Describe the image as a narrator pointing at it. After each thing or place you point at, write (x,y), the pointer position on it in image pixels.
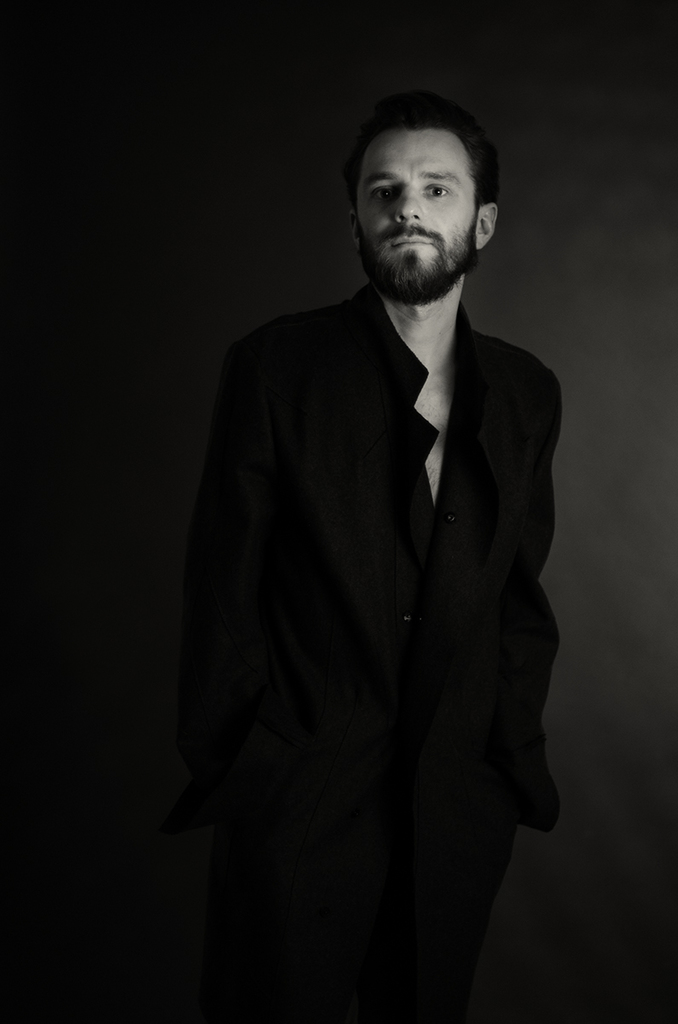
It is the black and white image in which there is a man (472,499) who is wearing the black dress (406,473).
